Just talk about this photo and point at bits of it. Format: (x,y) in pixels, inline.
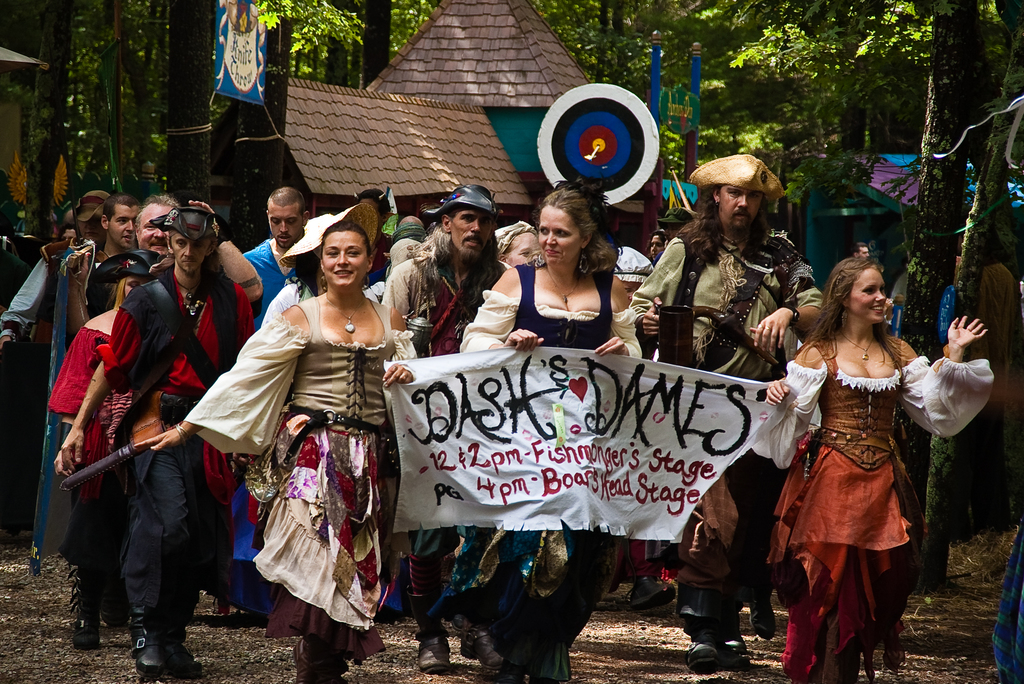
In this picture there are group of people (555,336) with costumes (97,429) are walking and in the foreground (476,426) there are three persons (887,466) walking and holding the banner (500,444) and there is a text (515,455) on the banner (538,488). At the back (759,31) there are buildings (432,71) and trees (200,20) and there is a hoarding (227,28). At the bottom (931,637) there is mud (60,647).
